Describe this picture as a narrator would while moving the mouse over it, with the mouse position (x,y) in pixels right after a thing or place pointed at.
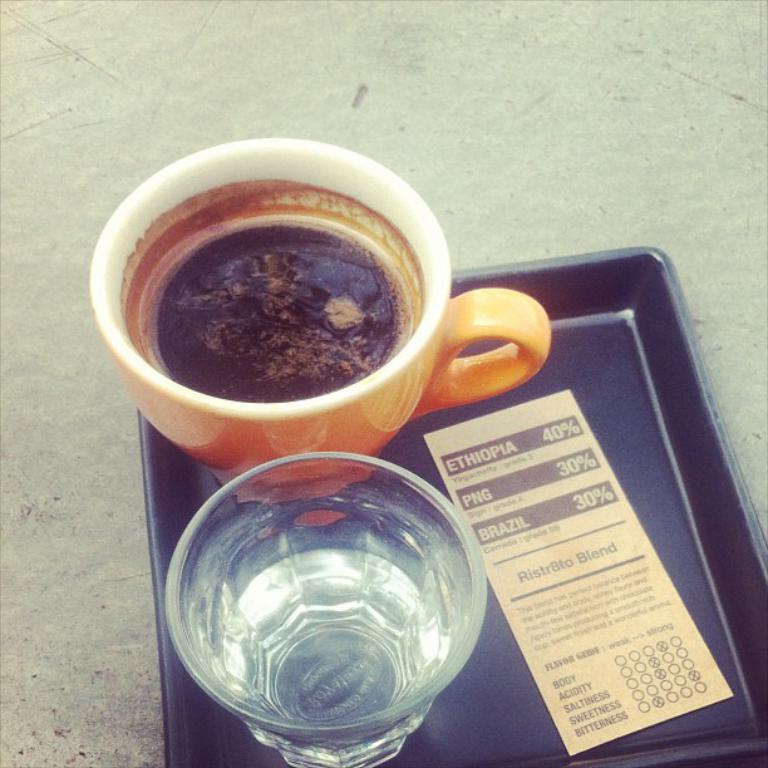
Here there is glass (388,517), cup (448,372), tray (629,486), paper (556,543), water (317,623), drink (281,323) is present.
